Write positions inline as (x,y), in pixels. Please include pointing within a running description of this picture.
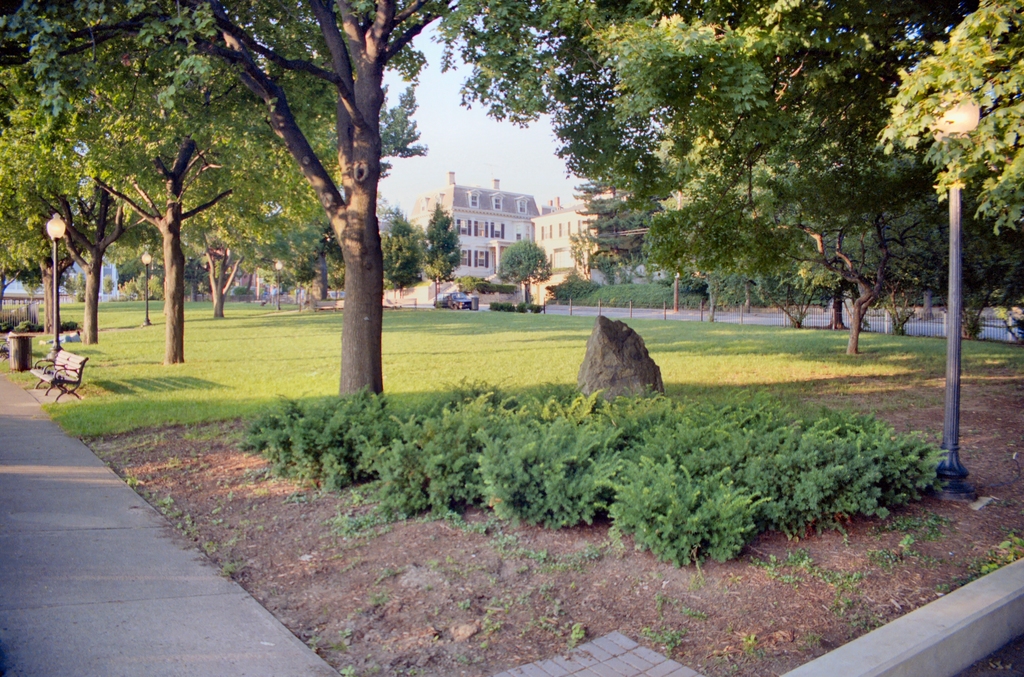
In this image there are trees (790,160) and buildings (529,208). There is a fence (887,323). On the left (69,372) we can see a bench (73,392) and a bin (14,360). In the background (519,175) there is sky (548,159). At the bottom (716,496) there are plants (612,468) and we can see a rock (610,383). There is a car (460,295).
